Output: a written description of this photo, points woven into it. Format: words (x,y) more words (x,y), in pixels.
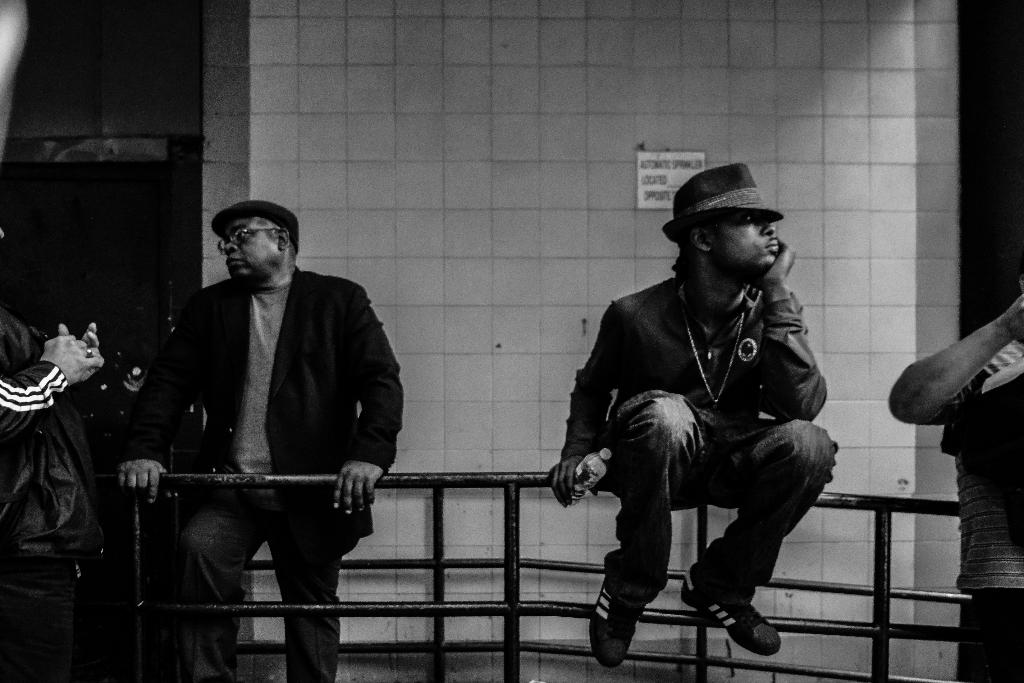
There are people (646,527) present at the bottom of this image (819,476). We can see a person (755,402) in the middle (596,404) is sitting on a rod (431,485) and there is a wall (504,223) in the background (434,227).
